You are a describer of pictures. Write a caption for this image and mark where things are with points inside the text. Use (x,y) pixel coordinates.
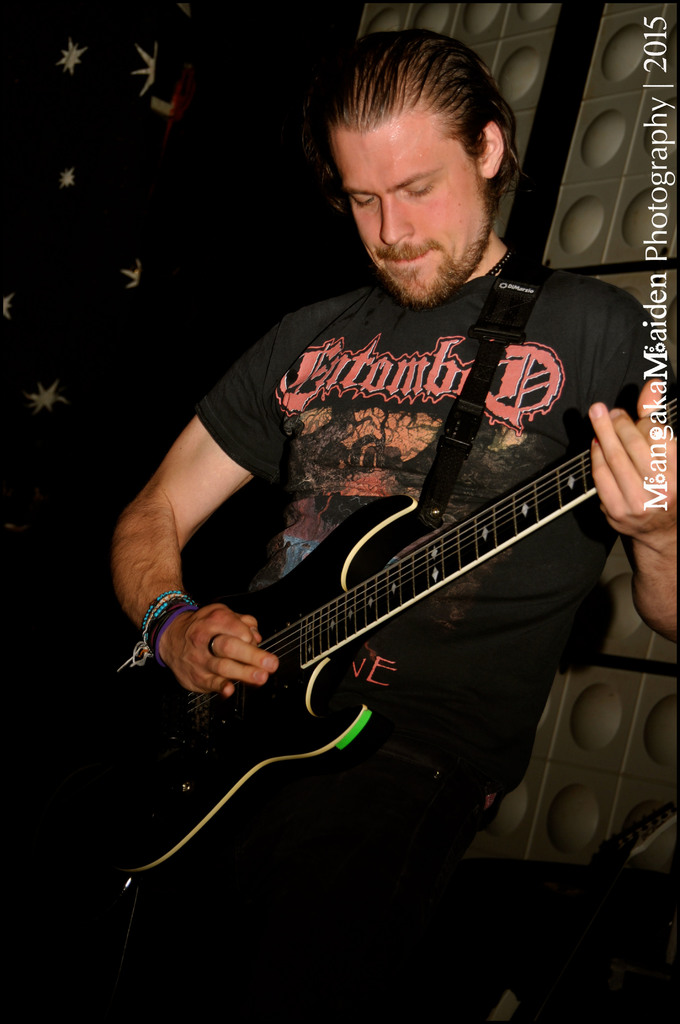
In this picture we can see man (519,413) holding guitar (309,589) in his hand (630,476) and playing it and he is leaning to the wall (586,247).
